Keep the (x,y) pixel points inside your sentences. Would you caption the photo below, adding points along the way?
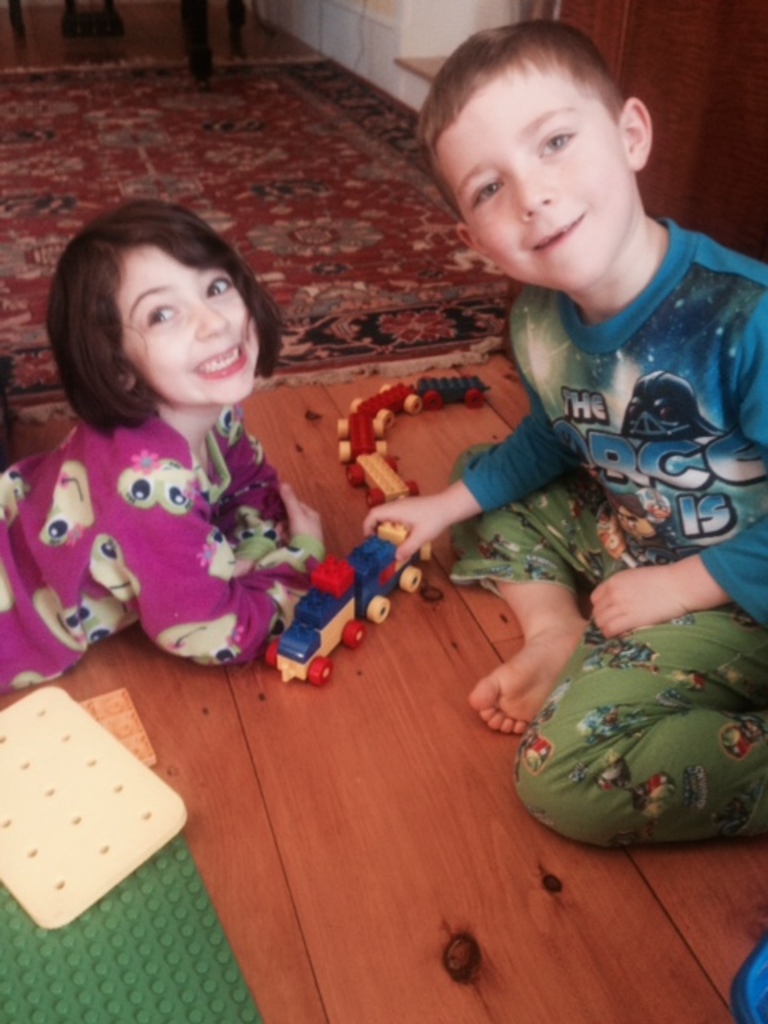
In this image I can see a boy (592,498) and a girl (196,382) are smiling and giving pose for the picture. The boy (623,359) is wearing blue color t-shirt (614,412), sitting and holding a toy (362,580) in hand (375,518). The girl (163,514) is laying on the floor (336,687) and she is wearing pink color t-shirt (123,519). At the bottom of the image (137,983) I can see green color building blocks (118,952). On the top of the image (402,35) there is a wall (404,40).
